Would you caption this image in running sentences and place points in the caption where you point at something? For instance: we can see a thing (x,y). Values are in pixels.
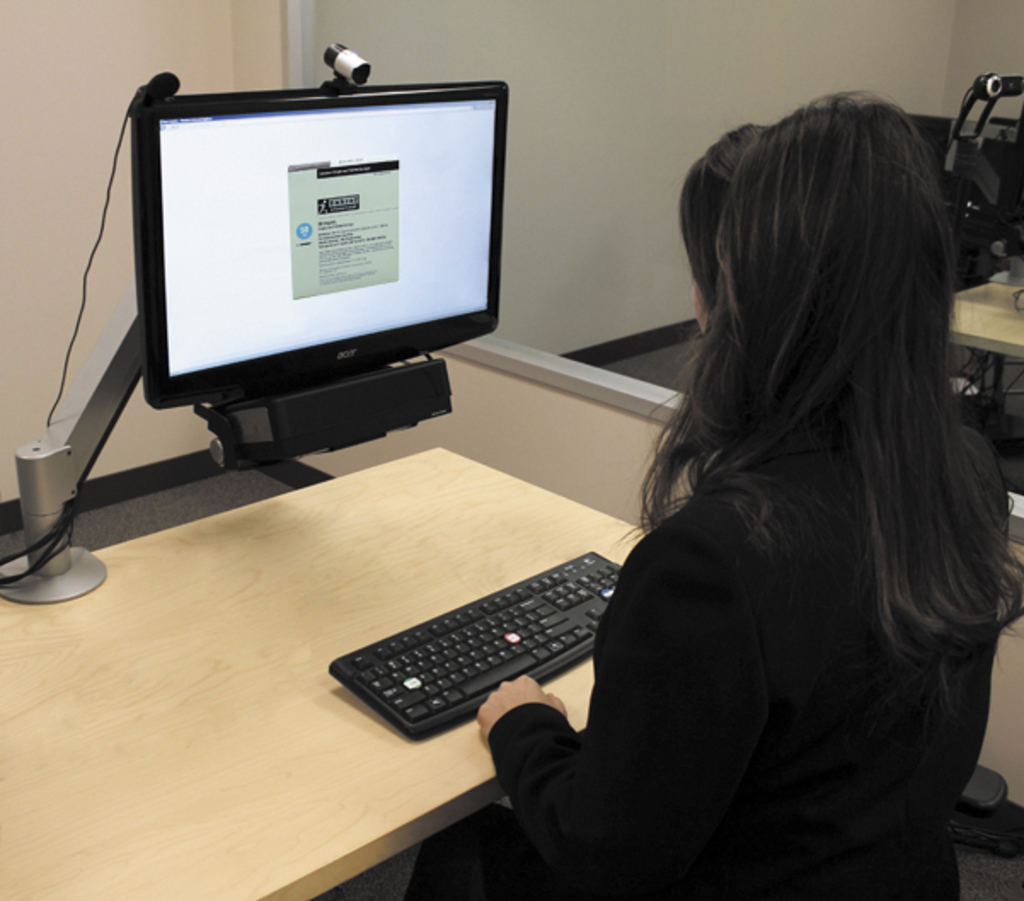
In this image there is a computer (220,106), keyboard (459,622) in the table (352,576) and a woman (922,613) sitting in a chair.
